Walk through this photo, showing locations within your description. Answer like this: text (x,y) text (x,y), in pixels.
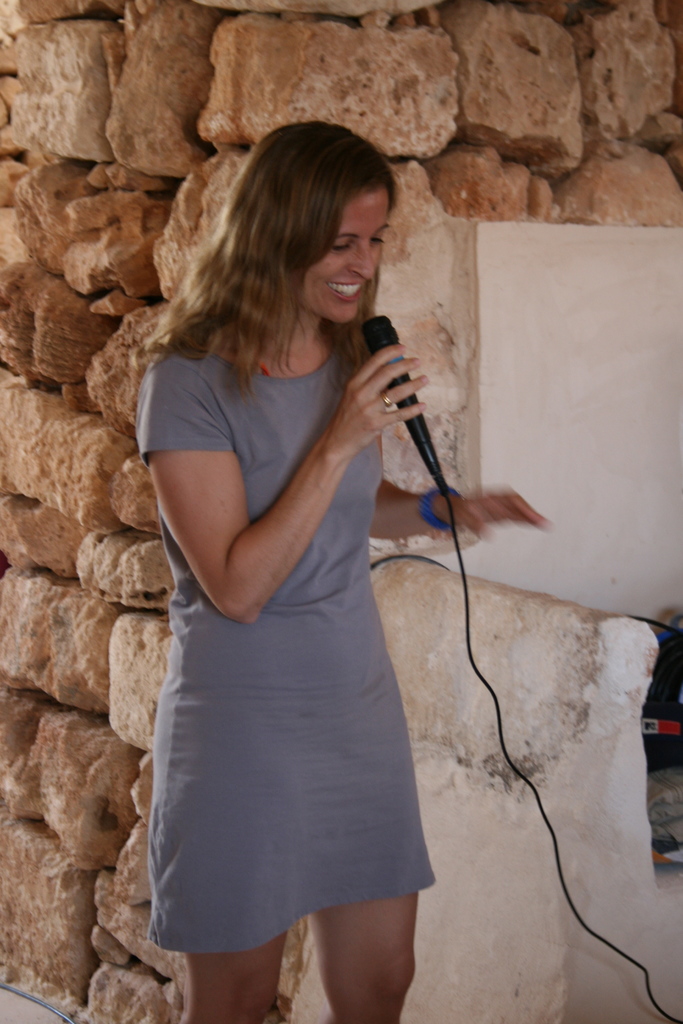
In the image there is a woman (219,542) standing and she is also having smile (353,298) on her face (346,292) holding a microphone (415,423) on her hand (402,393), in background (79,680) there are some stones (60,646).
